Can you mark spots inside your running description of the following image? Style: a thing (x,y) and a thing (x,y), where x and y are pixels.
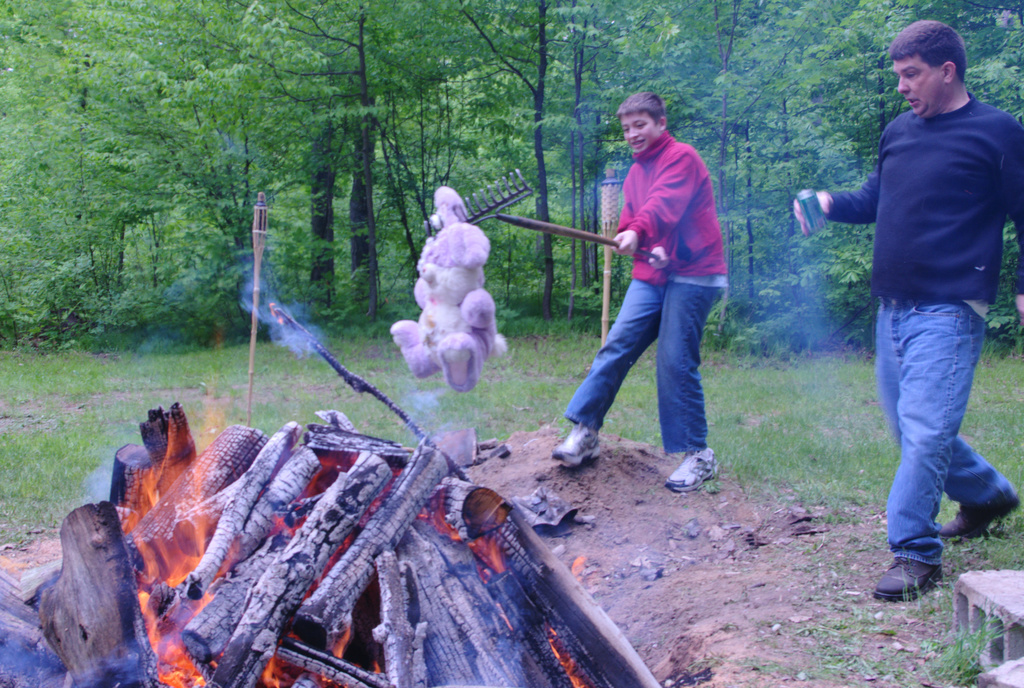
In this image we can see the fire (317,527), also we can see the two persons (683,261) holding the objects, there are some poles (257,307), lights (257,206) and the grass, in the background (529,107), we can see the trees (736,26).
